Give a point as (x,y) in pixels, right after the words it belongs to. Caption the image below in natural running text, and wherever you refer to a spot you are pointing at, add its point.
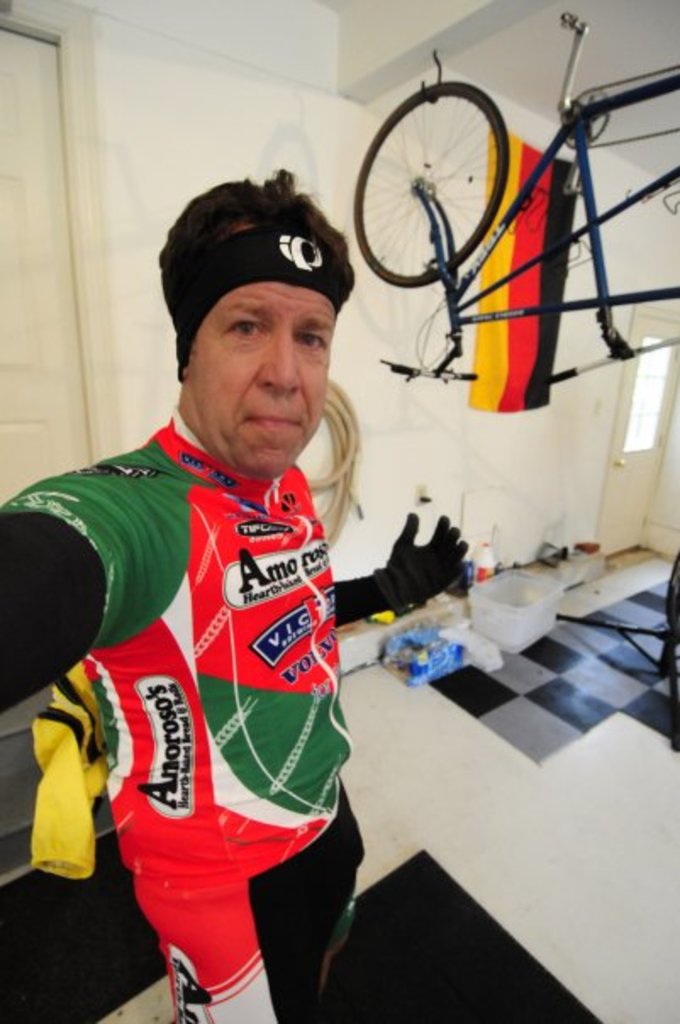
In this image on the left (226,617) there is a man (257,565), he wears a jacket (263,611), trouser (302,941). At the bottom (520,878) there is floor (544,704) on that there are baskets (510,580), bottles (482,548). At the top (516,222) there is cycle (585,191), flag (507,263) and wall (171,194).
